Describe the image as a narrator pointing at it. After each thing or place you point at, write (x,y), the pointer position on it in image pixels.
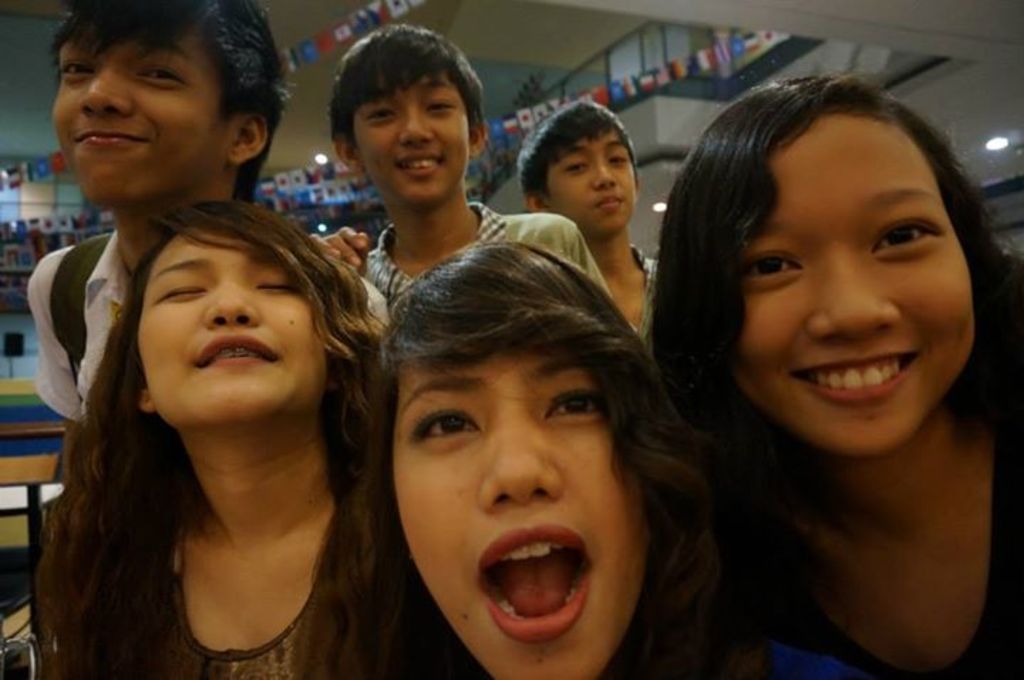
In this picture we can see a group of people (480,557), they are smiling and in the background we can see a wall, lights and some objects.
